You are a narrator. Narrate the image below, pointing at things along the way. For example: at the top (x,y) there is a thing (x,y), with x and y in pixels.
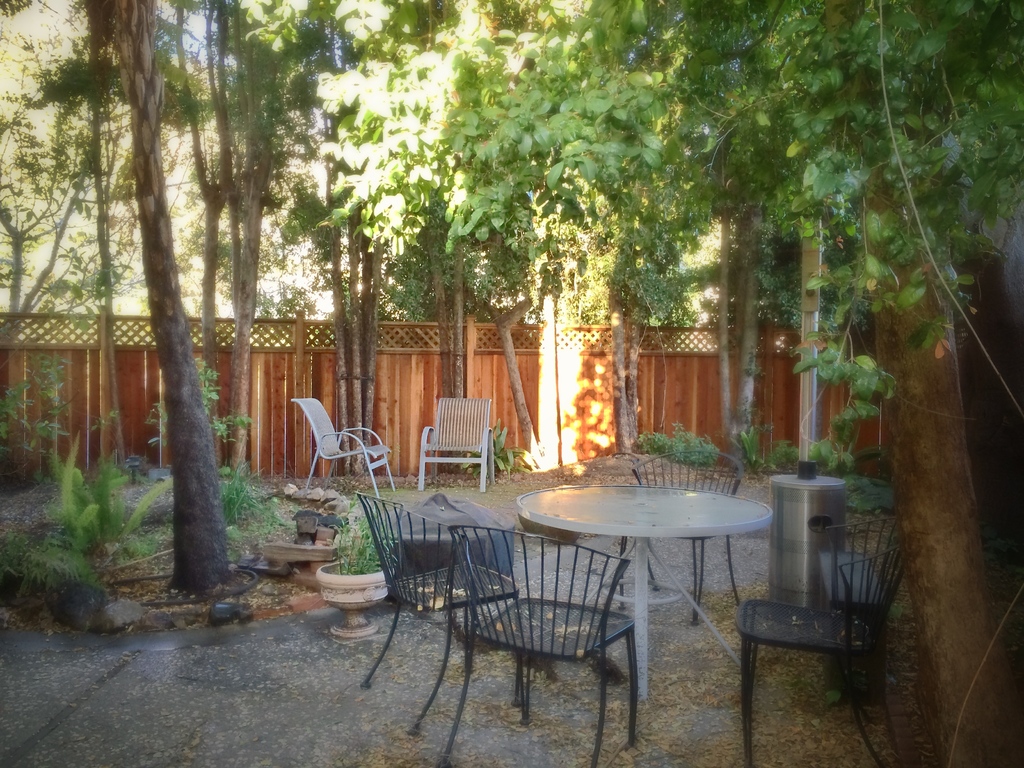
This picture is clicked outside. In the foreground (735,650) we can see the chairs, table (678,526) and some other items (816,502) are placed on the ground (198,675) and we can see the plants (86,522), trees (363,366) and in the background (409,391) we can see some other items (271,407) and the chairs (458,424).
